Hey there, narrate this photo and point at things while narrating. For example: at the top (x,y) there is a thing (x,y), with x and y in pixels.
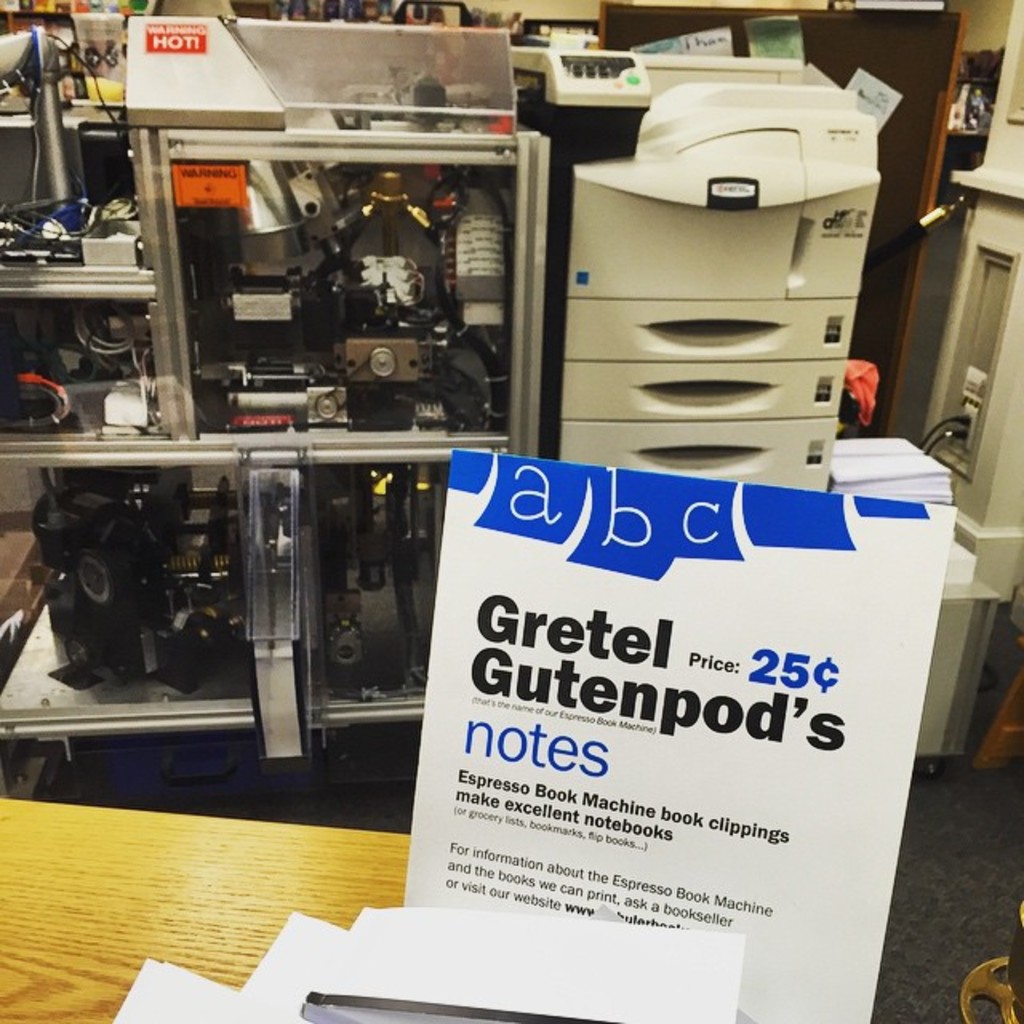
In this picture there is a board (703,889) and there are papers (396,937) on the table (368,892). At the back (86,257) there are machines (217,132) and devices (773,122) and there are papers (910,500) on the machine (781,383).
